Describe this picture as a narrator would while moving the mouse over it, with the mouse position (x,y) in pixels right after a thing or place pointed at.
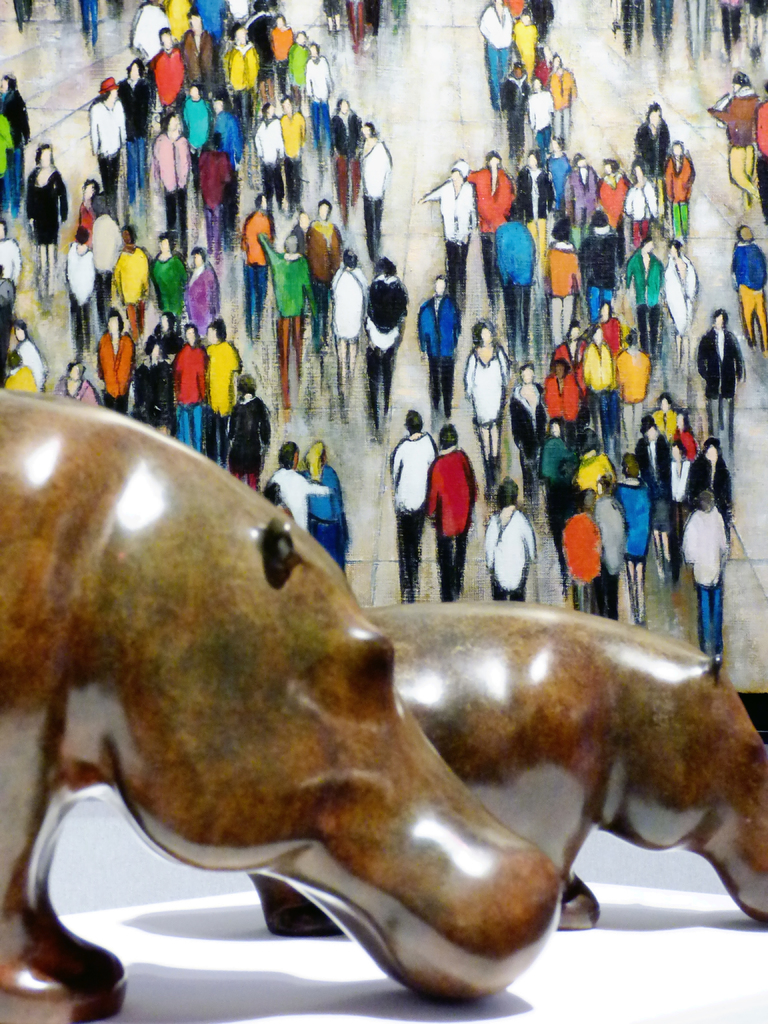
In this picture we can see two statues (467,725) on the white table (623,988). In the background (433,398) we can see a painting (720,464) on the wall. On the painting (356,521) we can see the group of person (701,22) standing on the floor (436,103).
